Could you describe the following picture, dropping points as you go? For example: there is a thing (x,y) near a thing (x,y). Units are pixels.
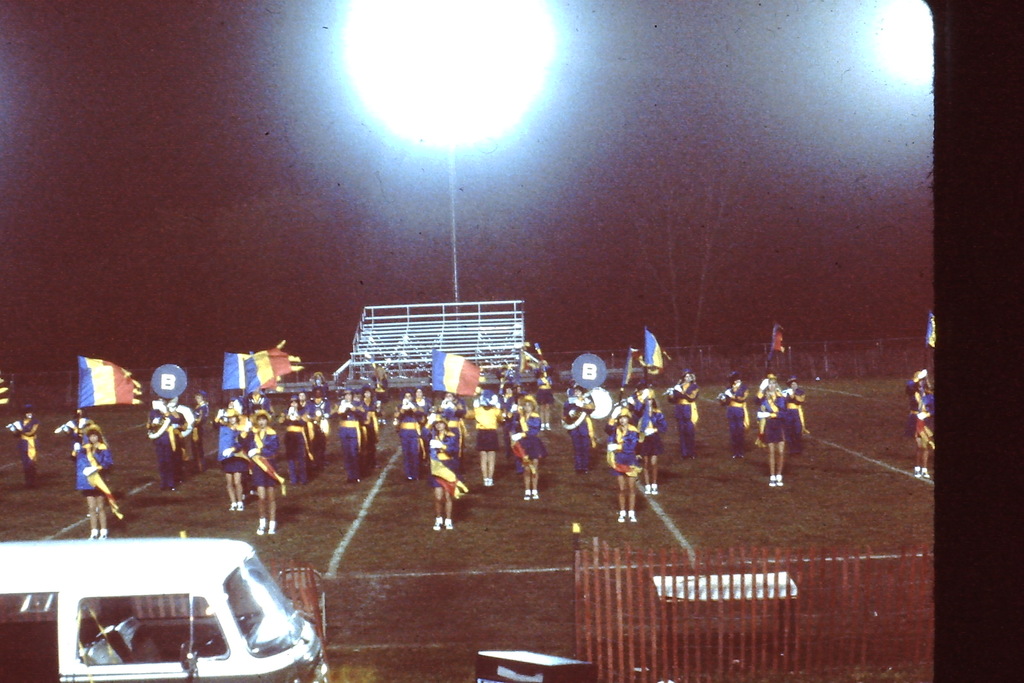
In this picture we can see a group of persons (373,460) on the ground (504,524) and here we can see flags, fence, vehicle (4,567).
